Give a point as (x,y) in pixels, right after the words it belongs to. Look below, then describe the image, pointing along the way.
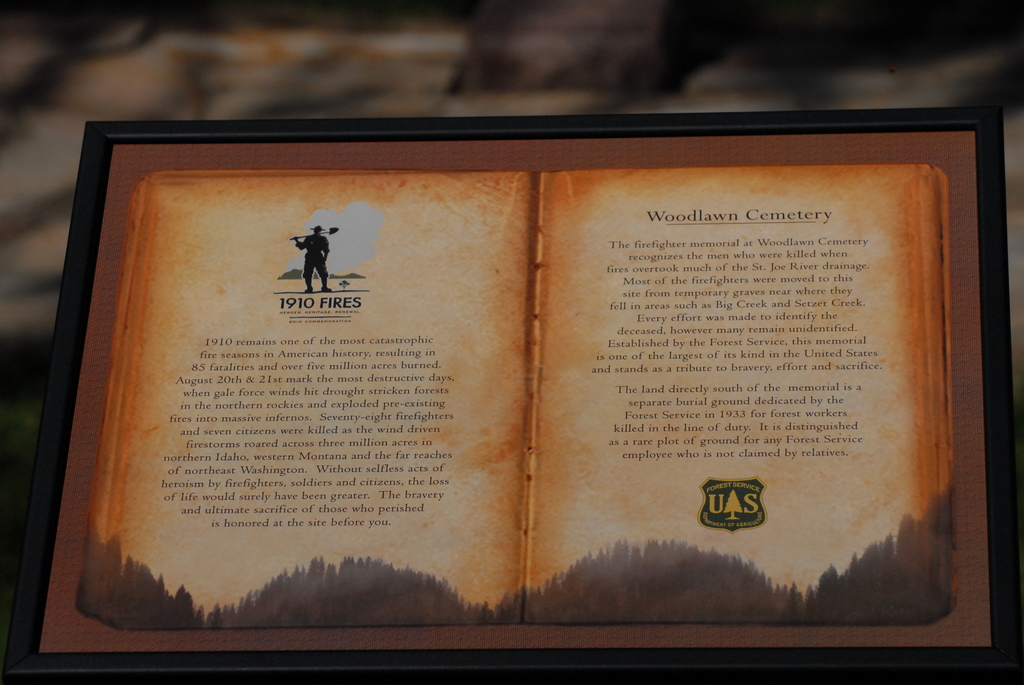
This looks like a paper (811,419), which is attached to the wooden board (965,360) with black frame (999,413). The background (140,48) looks blurry.
